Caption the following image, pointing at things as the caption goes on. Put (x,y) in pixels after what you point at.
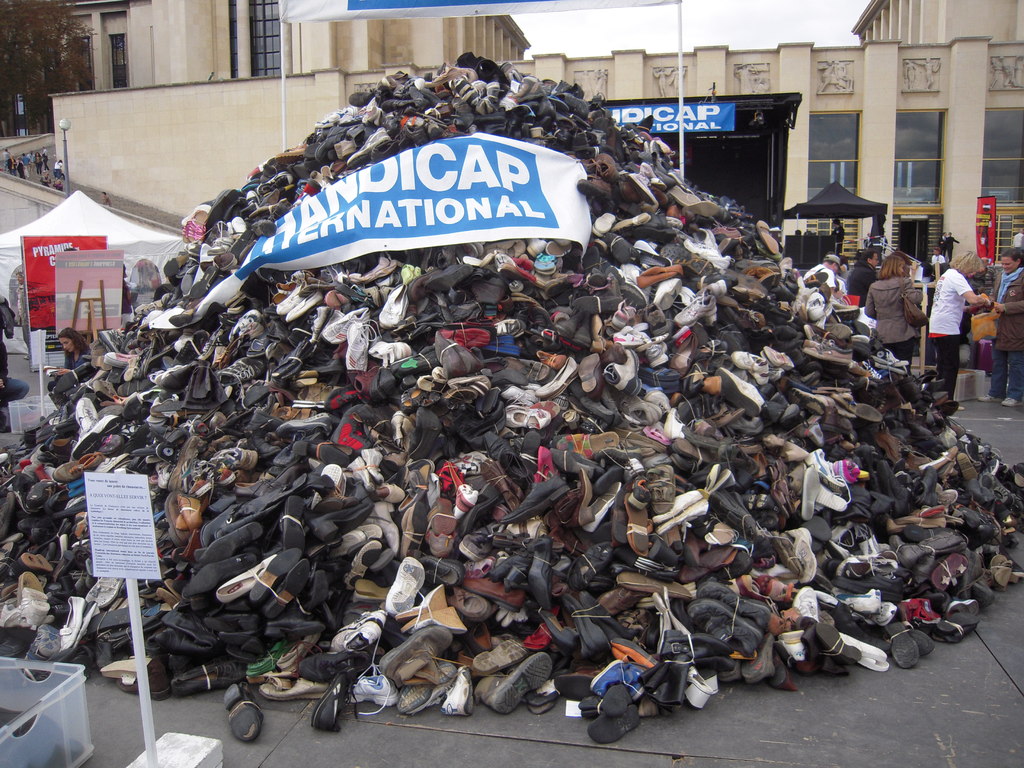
In this image I can see number of shoes (452,248), a building (341,31), number of poles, number of boards (25,283) and on these boards (36,265), I can see something is written. On the both sides of the image I can see few tent houses (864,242) and few people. On the left side of the image (25,414) I can see two plastic containers (25,414), a light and on the top left corner of the image (47,99) I can see a tree (0,13). I can also see the sky (610,45) on the top right side of the image (840,32).
